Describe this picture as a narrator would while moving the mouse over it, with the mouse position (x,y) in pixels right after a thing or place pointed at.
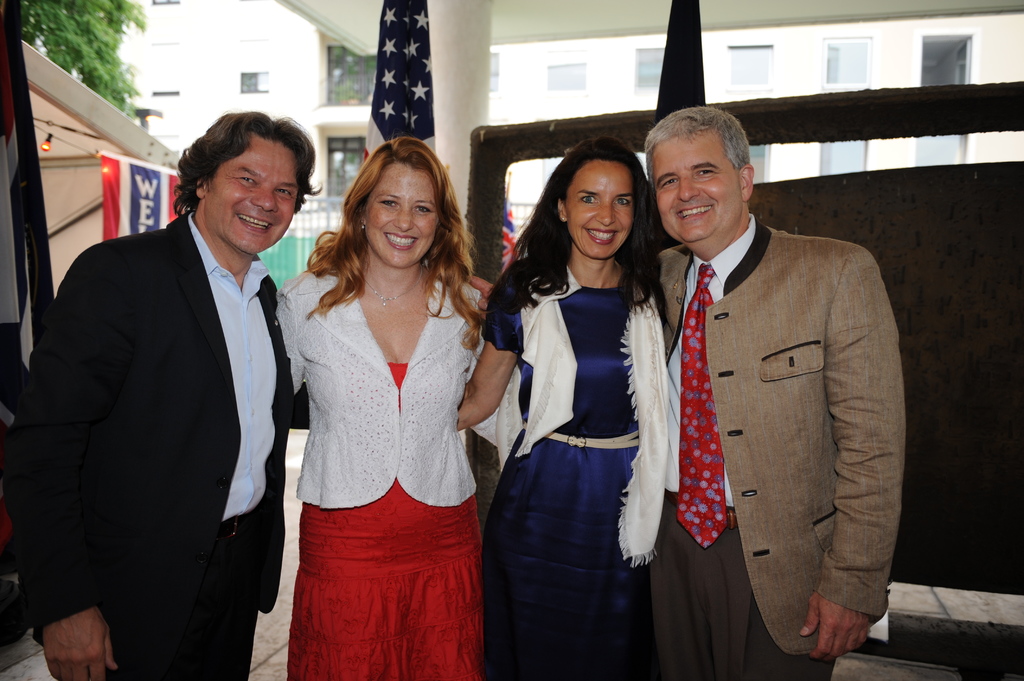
In this picture I can see four persons (438,285) standing and smiling, there are flags (417,5), there is a banner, there is a tree (83,2) and in the background (239,42) there is a building (268,56).
